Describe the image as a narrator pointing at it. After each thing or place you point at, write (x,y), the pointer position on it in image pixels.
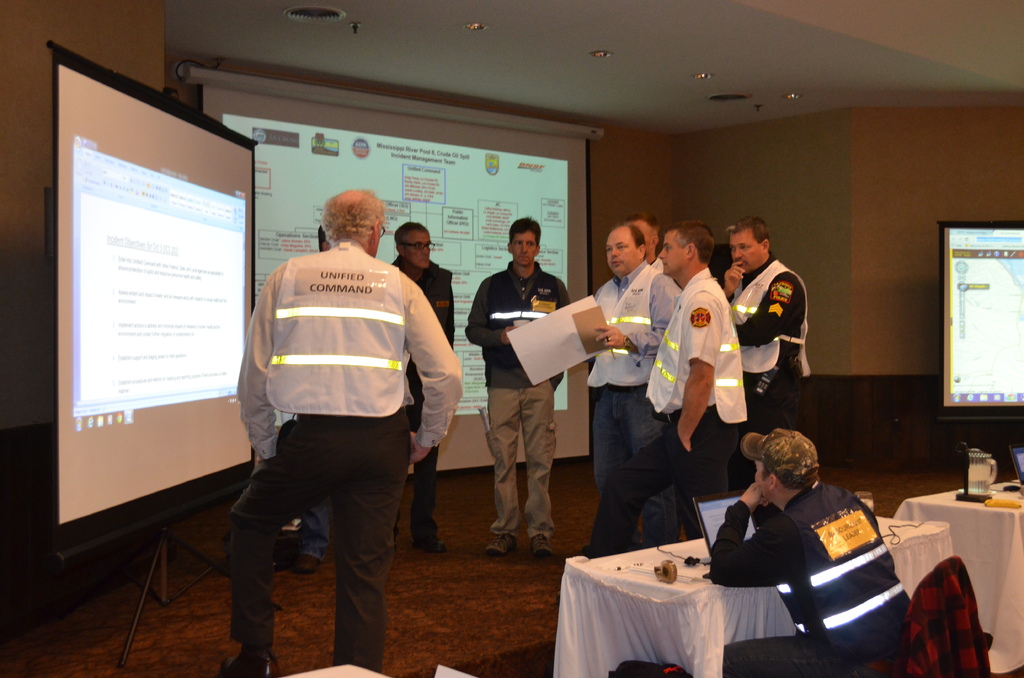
In this picture we can see a person (535,313) holding a paper (573,316) in his hand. There are few people (520,318) standing on the floor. We can see projectors (258,204) from left to right. There is a man (887,561) sitting on a chair (985,638). We can see a jacket (985,638) on this chair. There is a laptop (710,531) and a few devices (659,576) on the table (942,551). We can see a jug (974,455), laptop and a yellow object (991,505) on another table (966,516). Some lights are visible on top (698,76).
